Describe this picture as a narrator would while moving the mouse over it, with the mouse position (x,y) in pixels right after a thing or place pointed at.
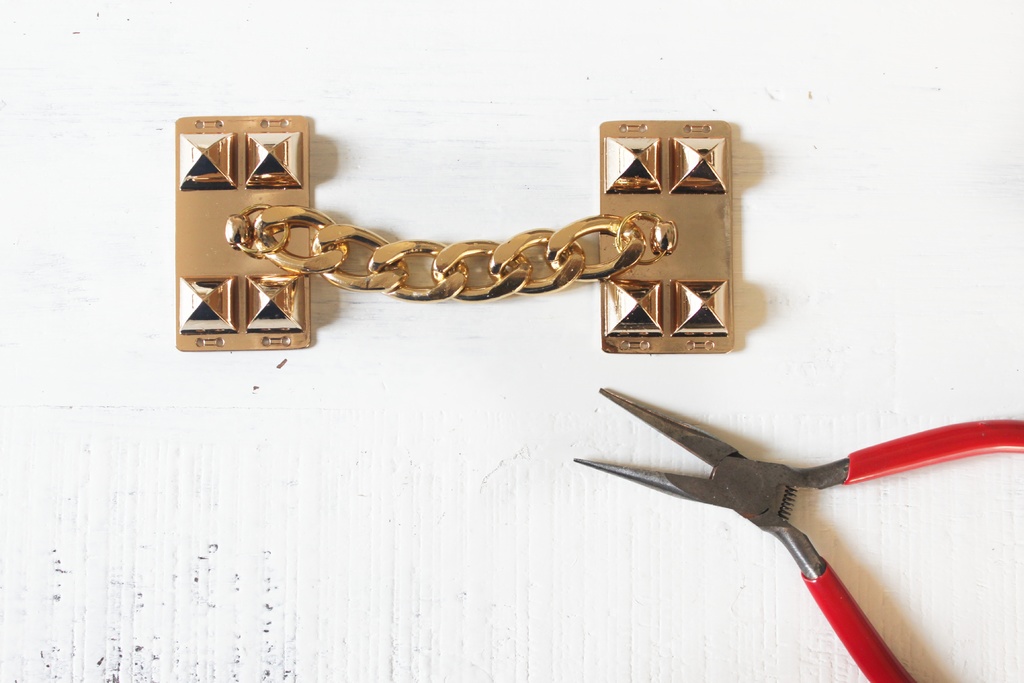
In this picture there is a metal object (515,240) and there is a tool (809,564). At the back (278,378) it looks like a wall (261,550).
